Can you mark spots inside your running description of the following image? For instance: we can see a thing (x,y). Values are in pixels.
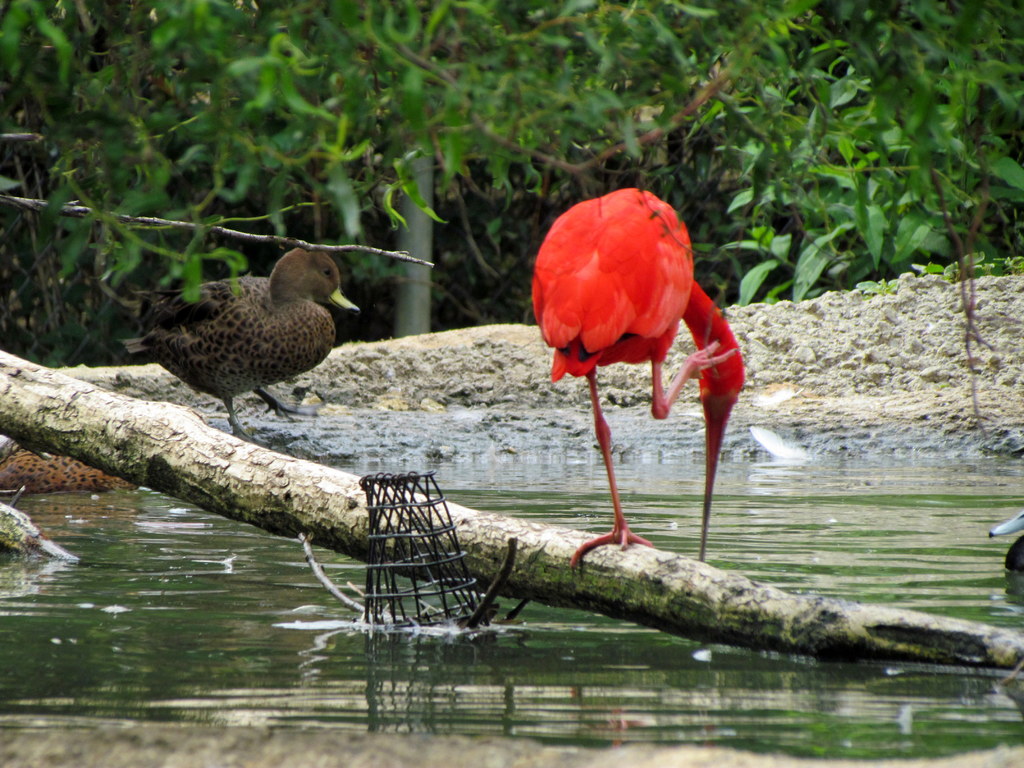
In this image we can see some birds (657,408) and there is a tree trunk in the water (906,469) and there is an object (426,500) in the water (564,657). We can see some trees (837,153).
